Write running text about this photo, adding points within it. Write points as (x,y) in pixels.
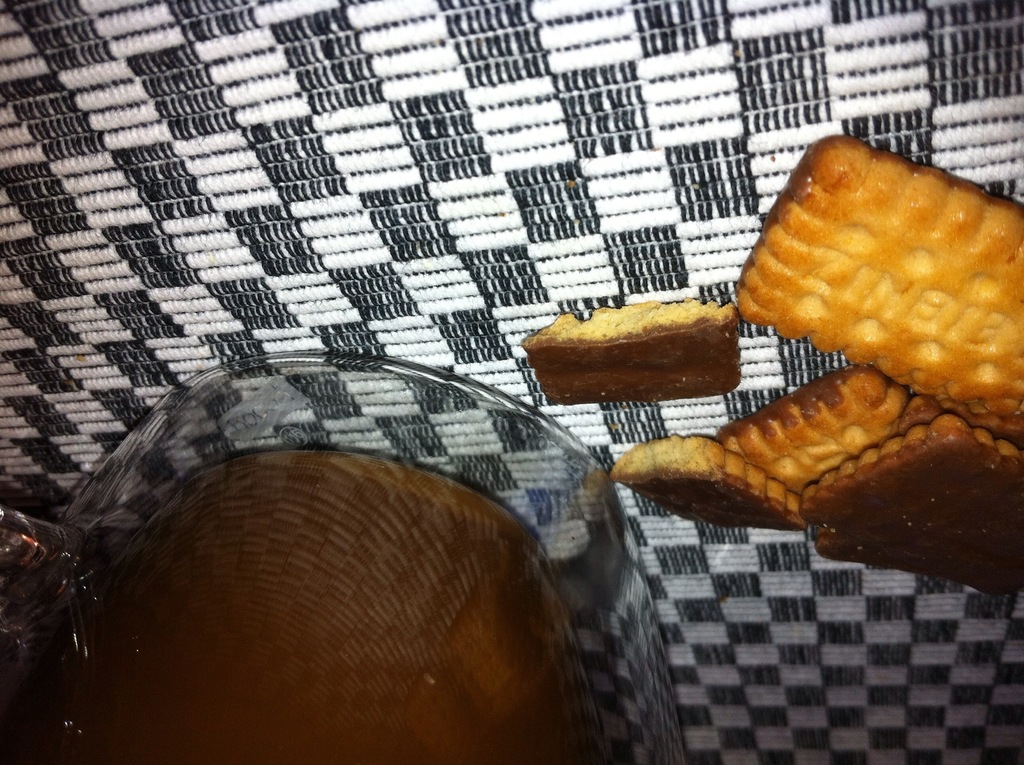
Here we can see an object (205,527) and beside to it there are biscuits (712,325) on a platform (377,343).
